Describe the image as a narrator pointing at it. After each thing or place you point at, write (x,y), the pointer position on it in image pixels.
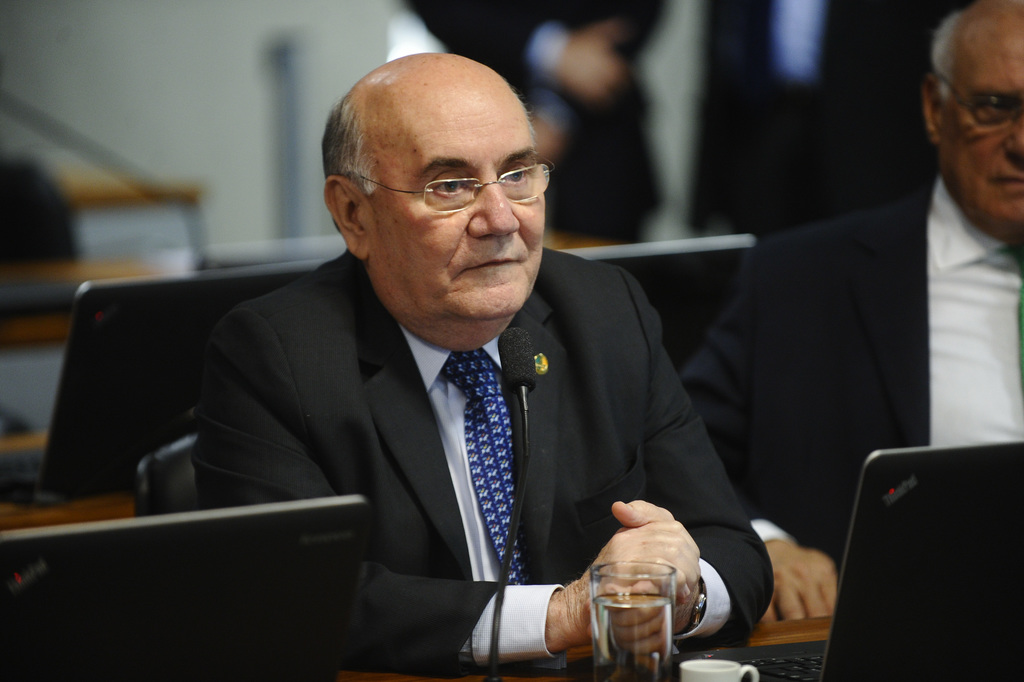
In the image we can see two men (760,401) sitting, wearing clothes (574,368) and spectacles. Here we can see the systems (859,593), glass (632,630), tea cup (736,671), desk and the background (156,269) is blurred.
